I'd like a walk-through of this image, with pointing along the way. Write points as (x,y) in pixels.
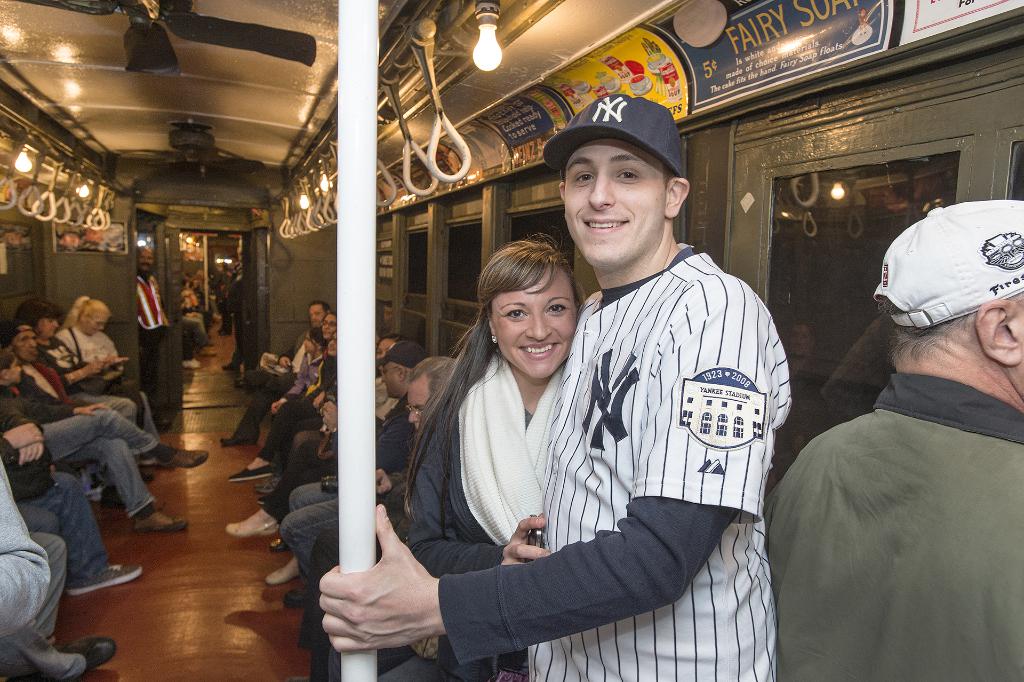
This image consists of a train (268,244). In which there are many persons (634,534). In the front (623,594), there is a man (501,590) holding a rod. Beside him, there is a woman (442,475) wearing a white scarf (460,444). At the top (150,59), we can see the fans (165,57) along with lamps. At the bottom (199,623), there is a floor (214,625). On the right (866,278), there is a door (860,310).
